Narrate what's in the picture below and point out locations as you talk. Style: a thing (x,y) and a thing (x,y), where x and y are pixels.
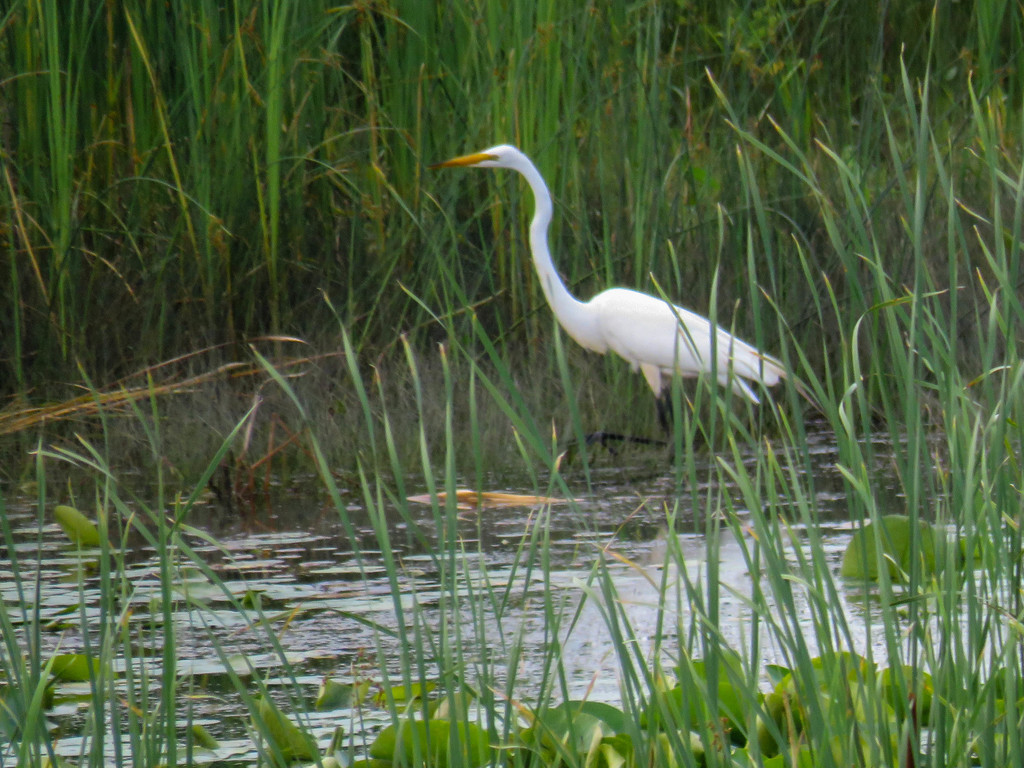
In this picture I can see a bird (489,155), there is water (422,596) and there is grass (662,625).
